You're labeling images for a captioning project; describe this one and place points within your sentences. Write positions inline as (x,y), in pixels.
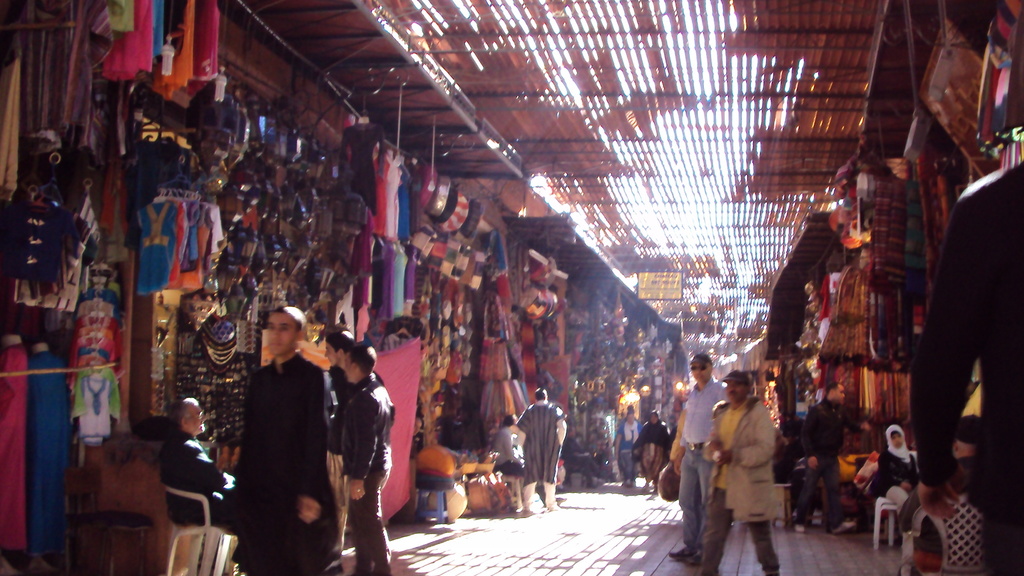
The picture is taken in a street market (669,334). There are many shops (838,292) on both sides. Many people (358,437) are there on the street (572,523). Few are sitting on chairs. In the shop (74,430) there are clothes (387,241), bags (417,302) and few other things (456,363) are there.
